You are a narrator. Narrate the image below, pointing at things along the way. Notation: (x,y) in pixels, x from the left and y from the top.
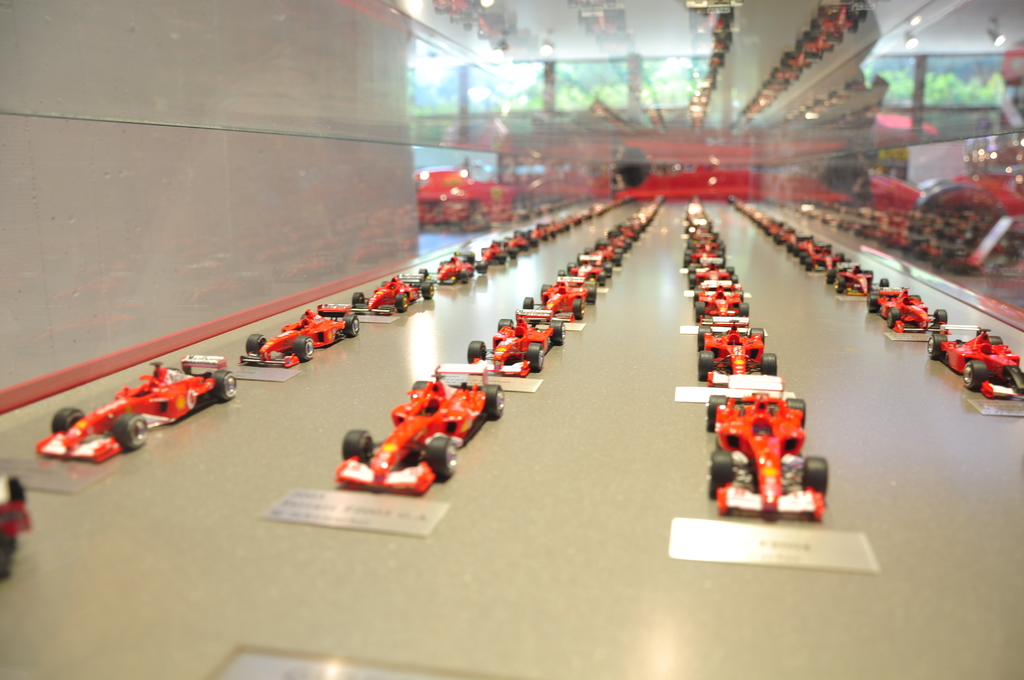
In the center of the image (596,279) we can see few toy vehicles (806,259), which are in red color and we can see the banners (747,533). In the background (492,132) there is a wall (309,92), glass (692,103), lights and a few other objects (641,192). And we can see the reflection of the toy vehicles (432,393) on the glass (591,196).
